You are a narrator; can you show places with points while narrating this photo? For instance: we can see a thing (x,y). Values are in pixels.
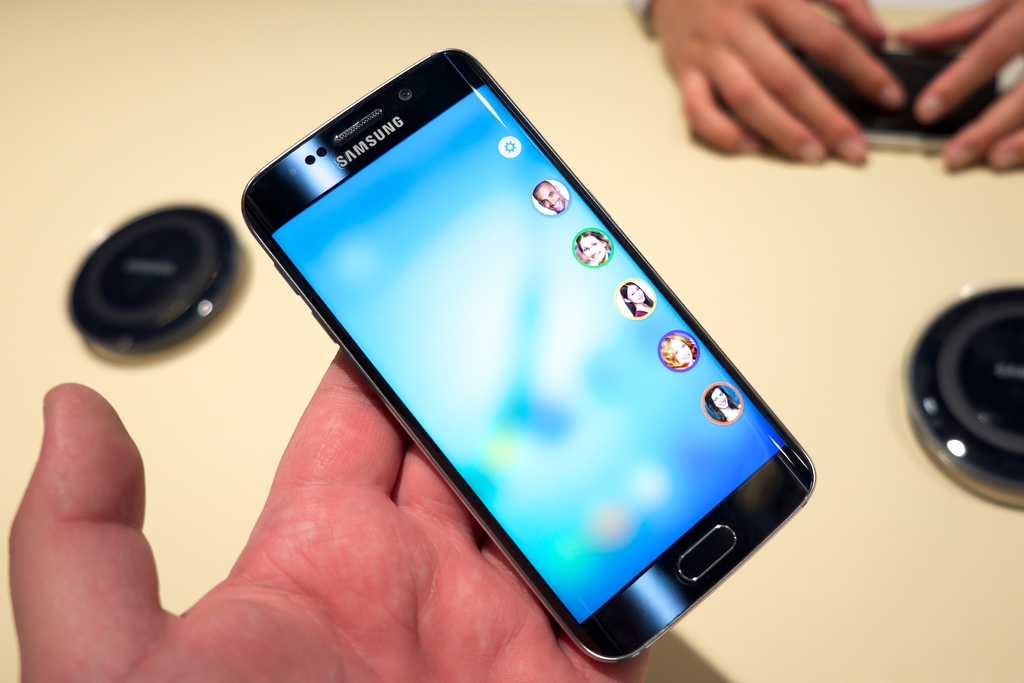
In this image, we can see a few person's hands (720,33). Among them, we can see a person's hand (375,468) holding a mobile phone (712,529) and another person's hands (781,60) holding an object (913,90). We can see some black colored objects (1001,434) on the surface (825,296).
